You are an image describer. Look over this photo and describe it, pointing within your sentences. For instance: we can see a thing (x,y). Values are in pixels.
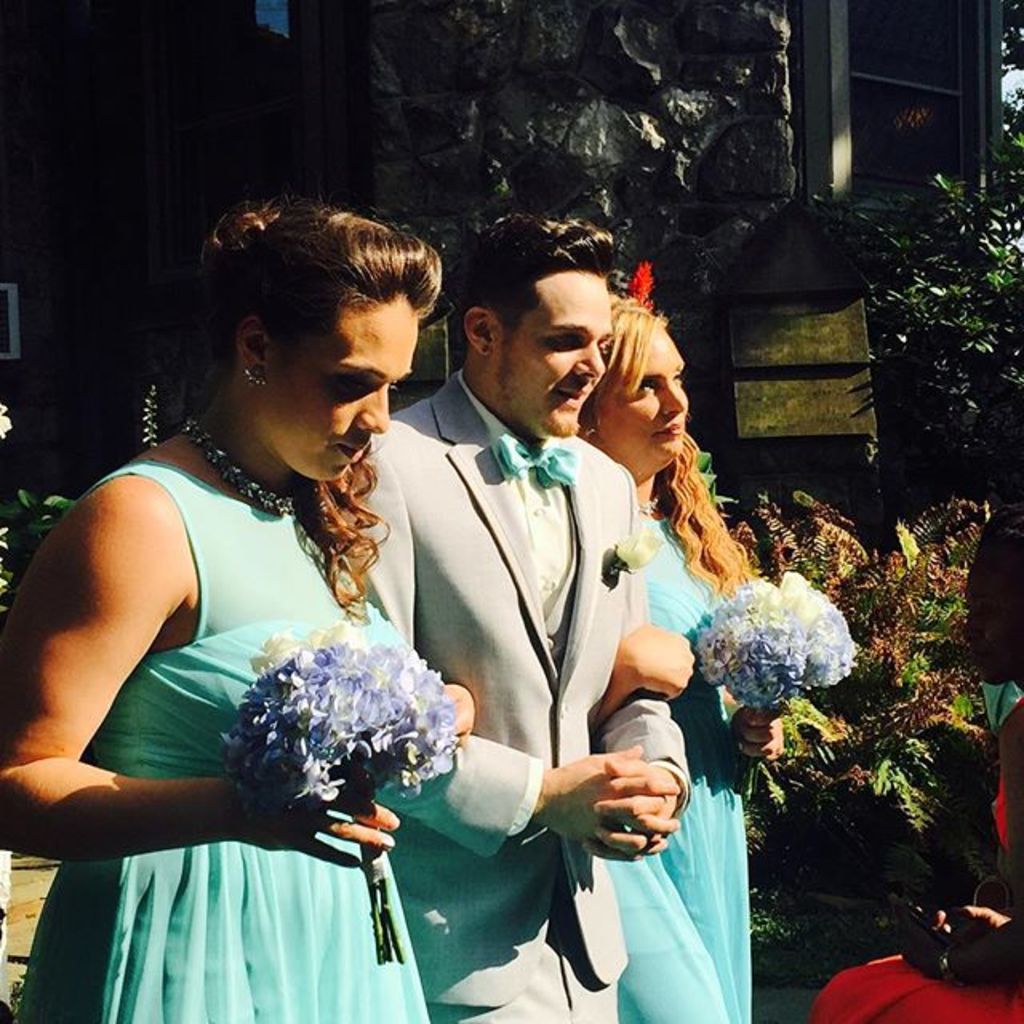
There are three persons (381,608) standing at the bottom of this image (474,754). The two women (318,816) are holding some flowers (745,671). We can see there are some plants (952,626) in the background (893,631) and there is a house (702,142) at the top of this image (506,150).
